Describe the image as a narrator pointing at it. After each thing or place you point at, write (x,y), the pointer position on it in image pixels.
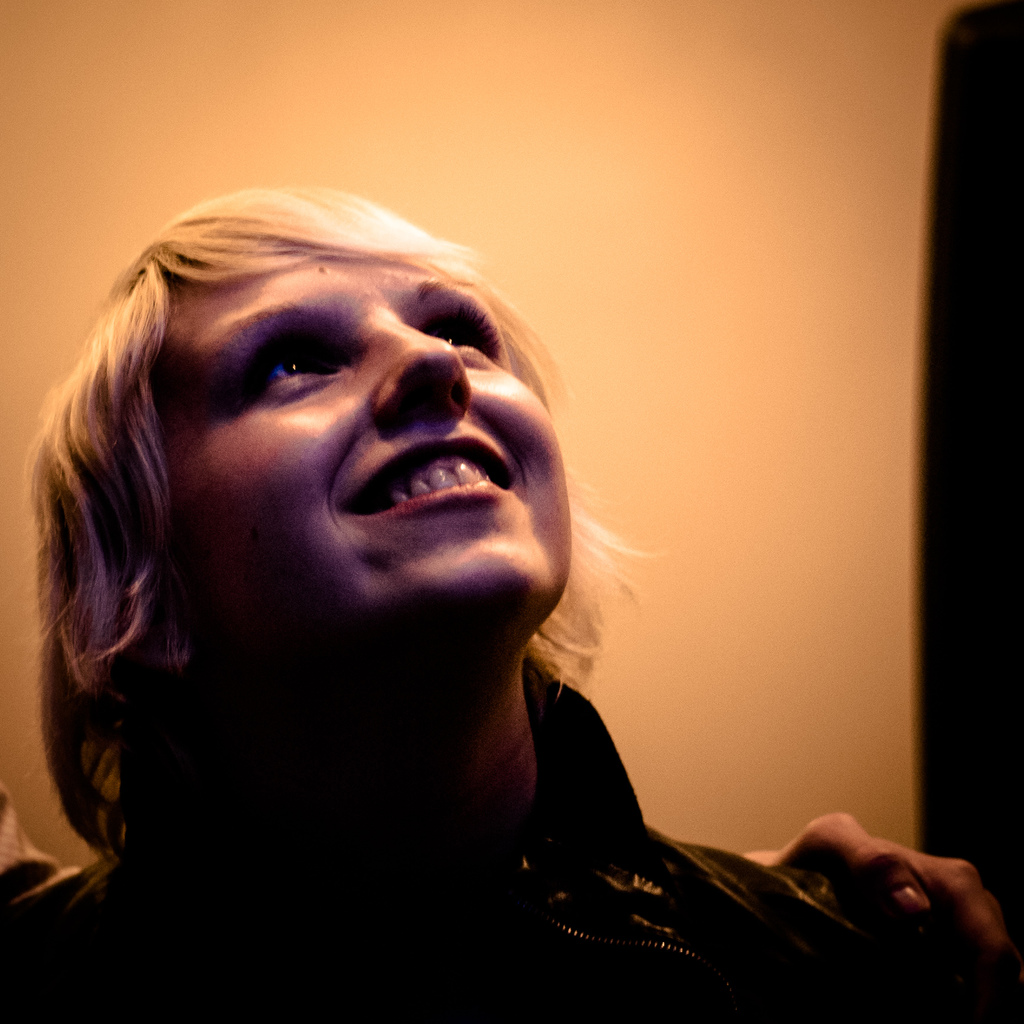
In this image we can see a person (511,641) smiling. In the back (623,107) there is a wall (608,114).
